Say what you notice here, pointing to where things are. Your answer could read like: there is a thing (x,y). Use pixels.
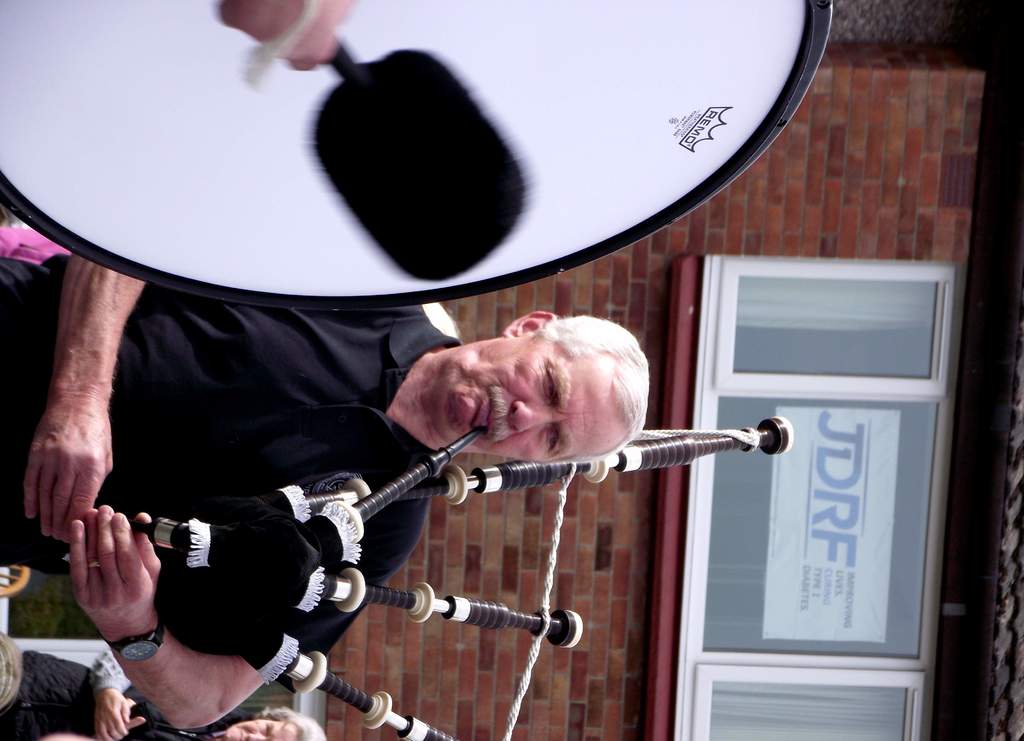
In this picture we can see people (79,355) playing various musical instruments (197,150). In the middle (427,458) we can see the person (267,462) playing bagpipes (284,527). At the top (201,149) there is a drum (616,108). On the right (778,355) we can see a building (916,215) and windows (772,487).
